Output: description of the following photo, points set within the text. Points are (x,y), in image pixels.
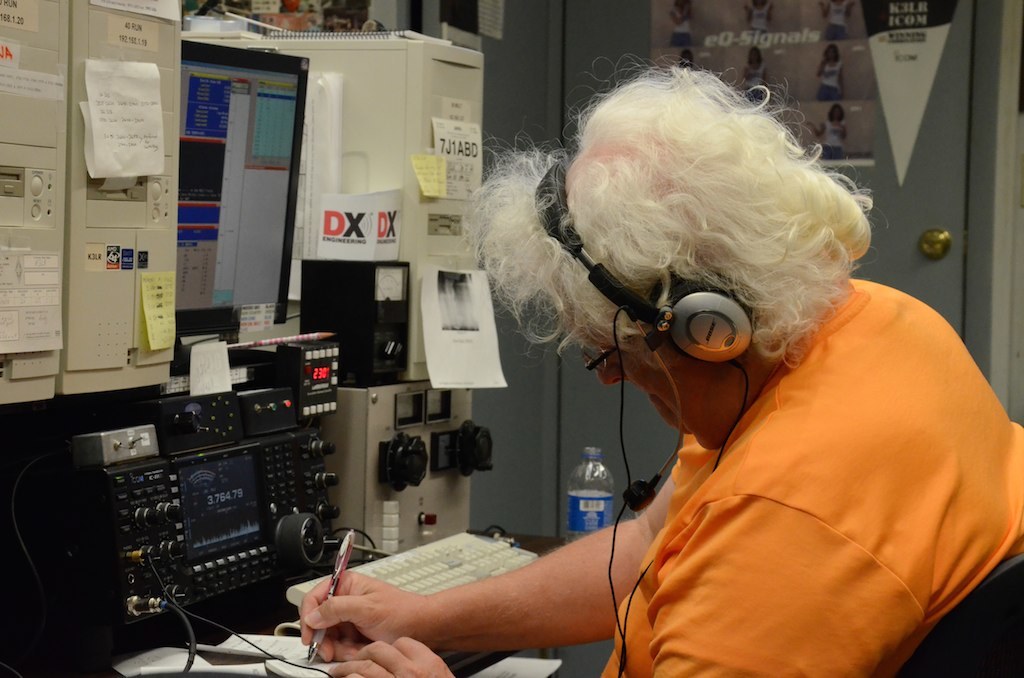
In this picture I can see a women (969,370) in front (883,640) and I see that she is holding a pen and I can also see that she is wearing orange color top (837,402). In front of her I can see a monitor (253,67), a keyboard (485,548) and few other equipment (377,156) and I can also see papers (45,74), on which there is something written. In the background (707,7) I can see few pictures (766,32) of women (845,12) and I see something is written.
